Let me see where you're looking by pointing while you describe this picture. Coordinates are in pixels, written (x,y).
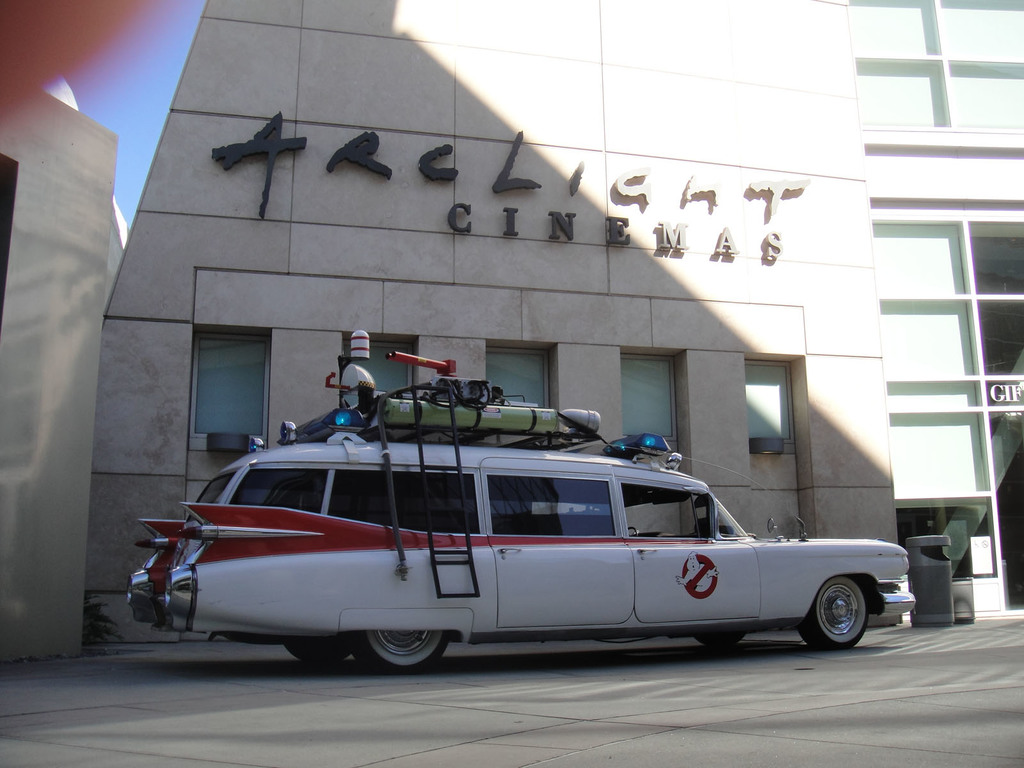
In this image there is a vehicle (497,585), on the vehicle (429,442) there are a few objects (427,418). In the background (419,202) there is a building (391,232).
